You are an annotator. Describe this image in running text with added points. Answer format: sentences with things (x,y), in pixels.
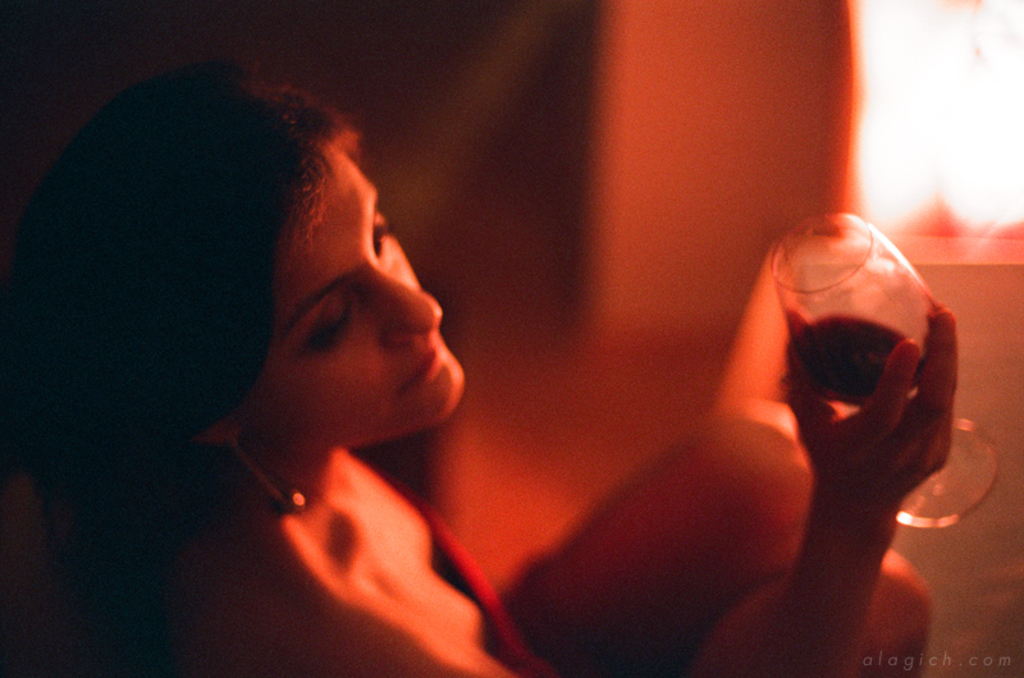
In the picture I can see a woman (339,480) holding a glass (827,226) with a drink (888,360) in it. This picture is in red color.
